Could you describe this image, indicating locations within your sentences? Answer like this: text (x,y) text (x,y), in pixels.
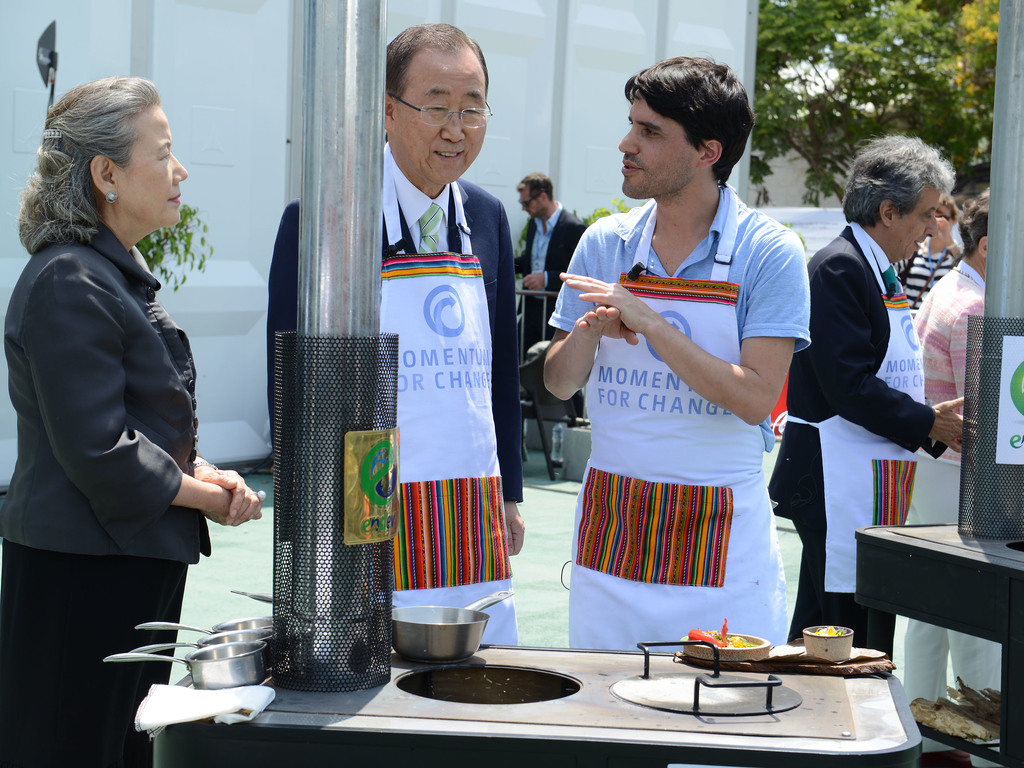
In this picture I can see people (482,315) standing on the surface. I can see bowls (400,647). I can see food items (734,639).
